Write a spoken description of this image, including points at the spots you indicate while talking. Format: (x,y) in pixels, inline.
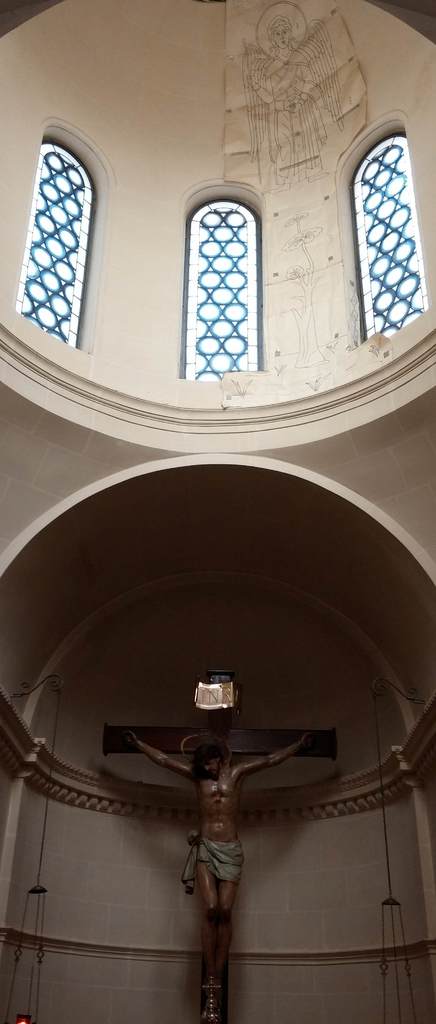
In this image we can see there is an inside view of the church (204,202). And there are windows (221,235), statue (191,884), stand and there is a wall (376,933) with a design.
